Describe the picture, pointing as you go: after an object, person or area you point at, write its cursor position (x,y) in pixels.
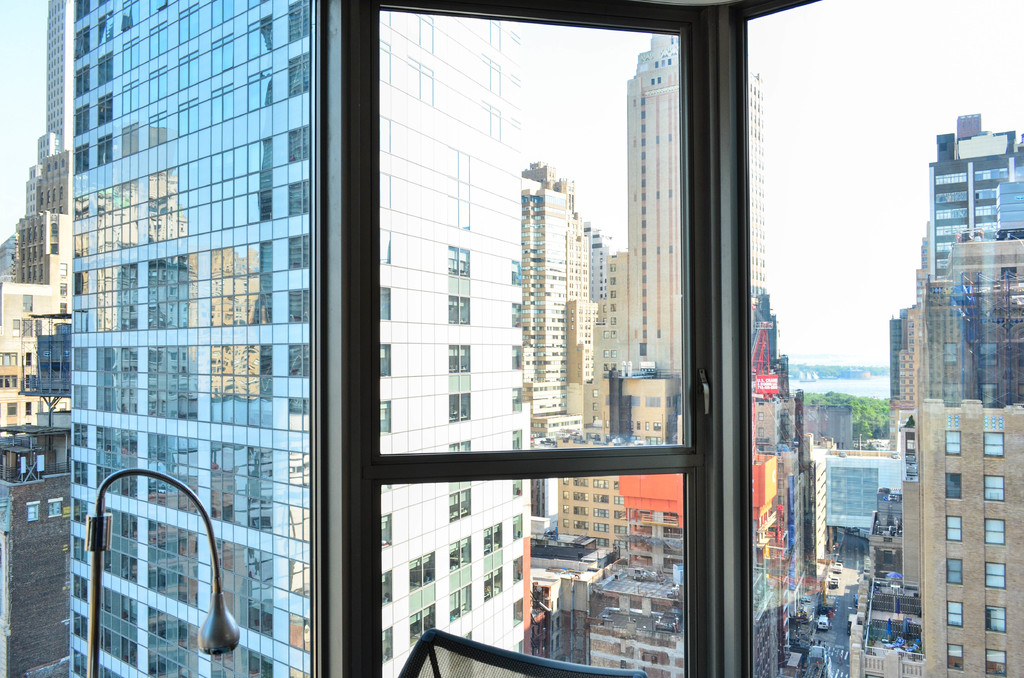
In this image I can see a glass (165,313). In the middle of the image (493,285) there is a glass door (588,310) through which we can see the outside view. On the left side (220,634) there is a metal stand (88,529). In the outside there are many buildings (513,361), trees (829,396). At the bottom (823,649) there are few vehicles (833,585) on a road (831,602). At the top of the image (838,134) I can see the sky (799,174).
